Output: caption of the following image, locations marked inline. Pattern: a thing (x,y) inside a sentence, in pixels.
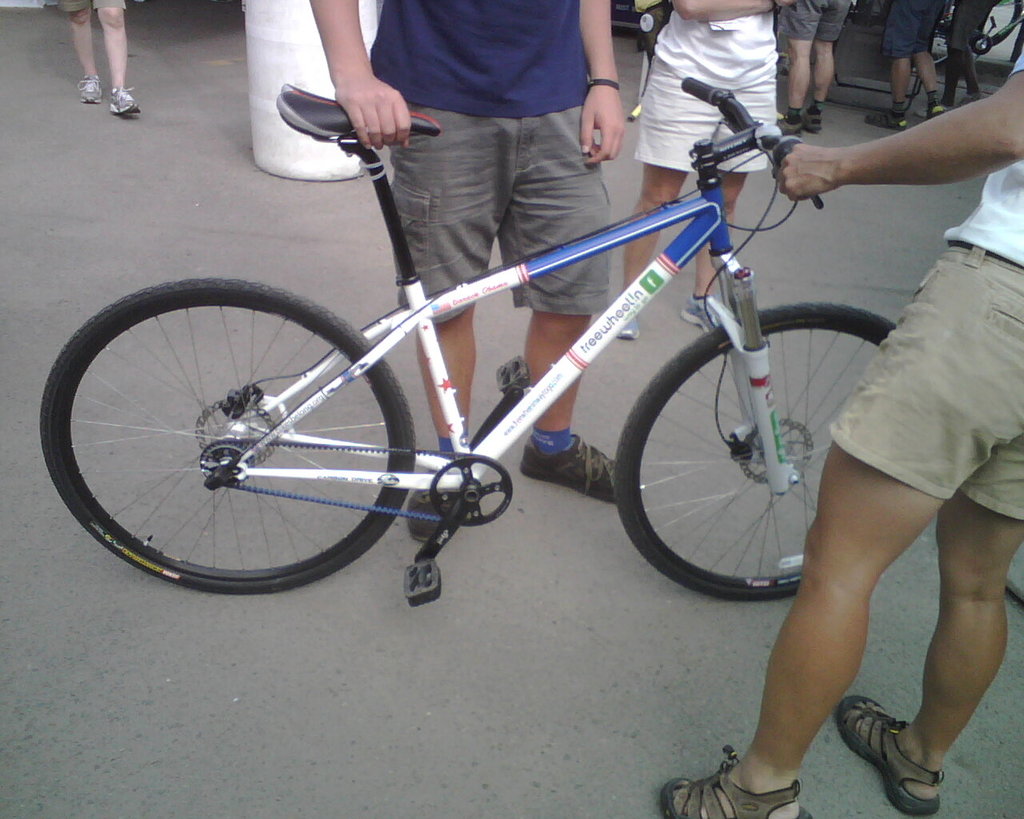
These two people (451,157) are holding bicycles (423,485). Background (956,68) there are people (690,31).
